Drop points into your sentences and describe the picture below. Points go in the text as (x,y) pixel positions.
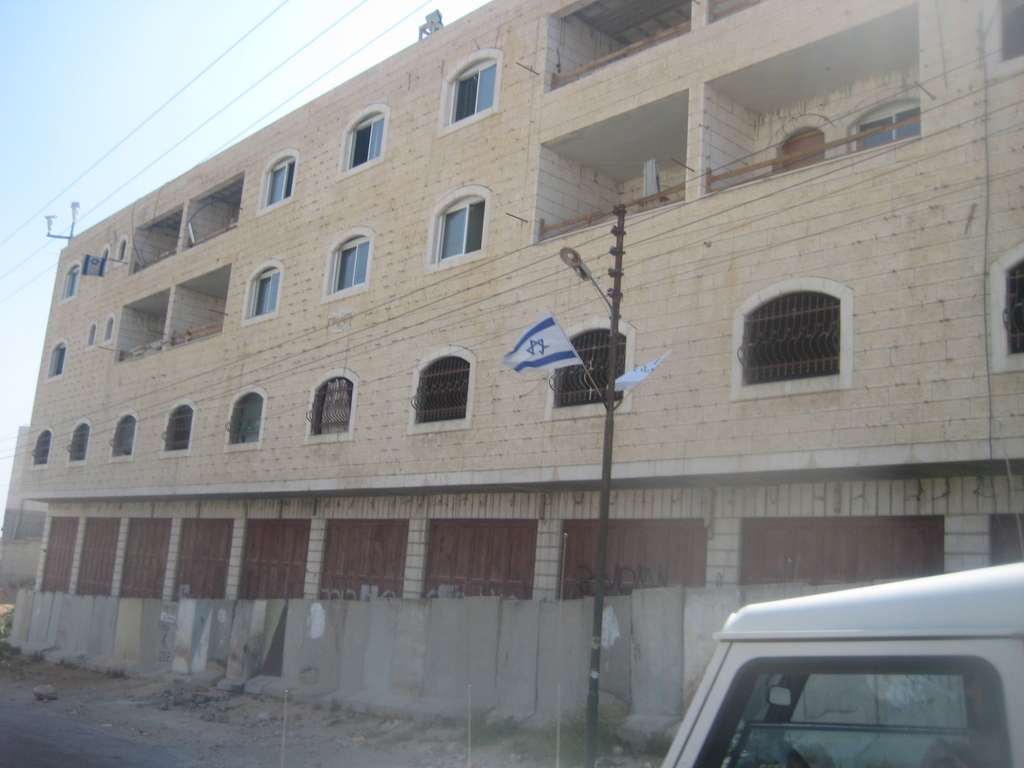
In this picture there is a building (426,299) and a pole (589,701) in the center of the image (599,427) and there is a car (699,754) at the bottom side of the image (966,610).
